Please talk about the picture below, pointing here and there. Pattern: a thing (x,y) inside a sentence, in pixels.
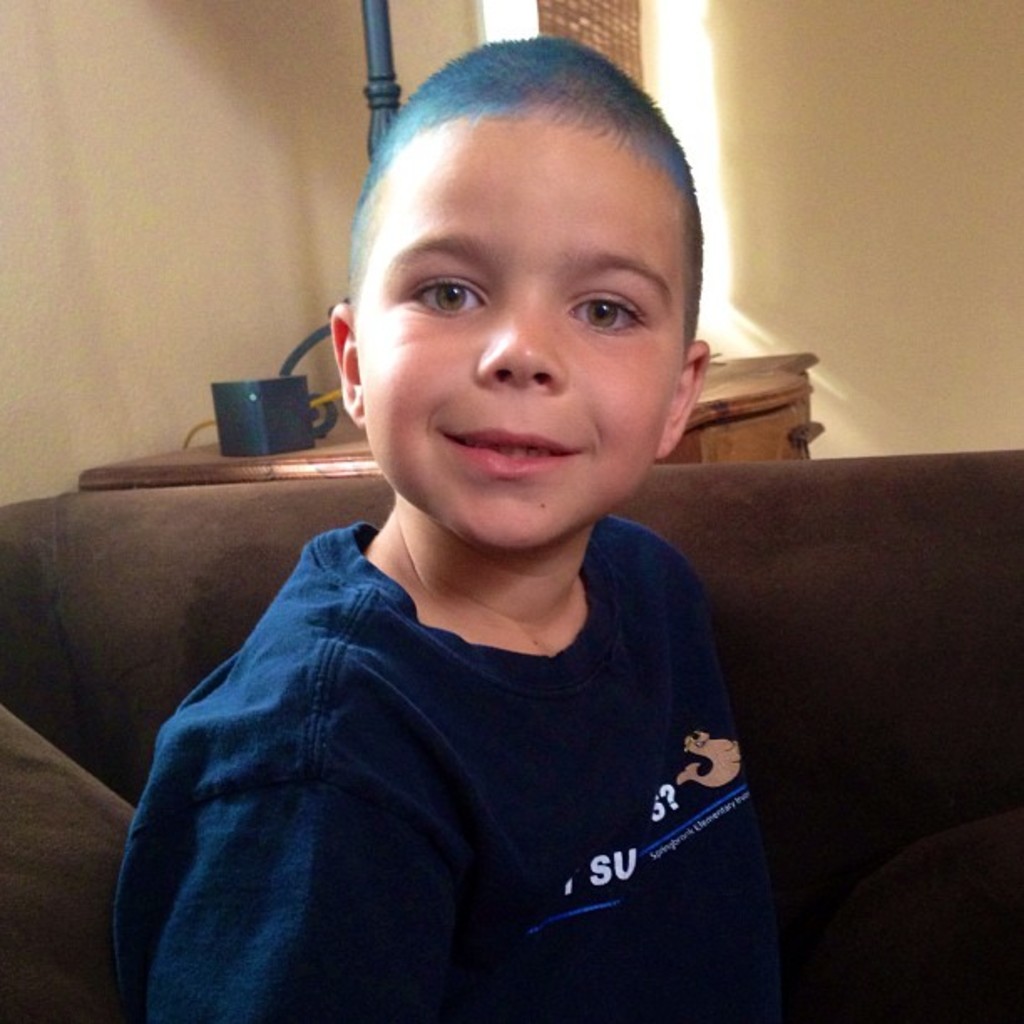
Here we can see that a boy (533,156) is sitting on the sofa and looking and at back there is the table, and here is the wall (121,225).
